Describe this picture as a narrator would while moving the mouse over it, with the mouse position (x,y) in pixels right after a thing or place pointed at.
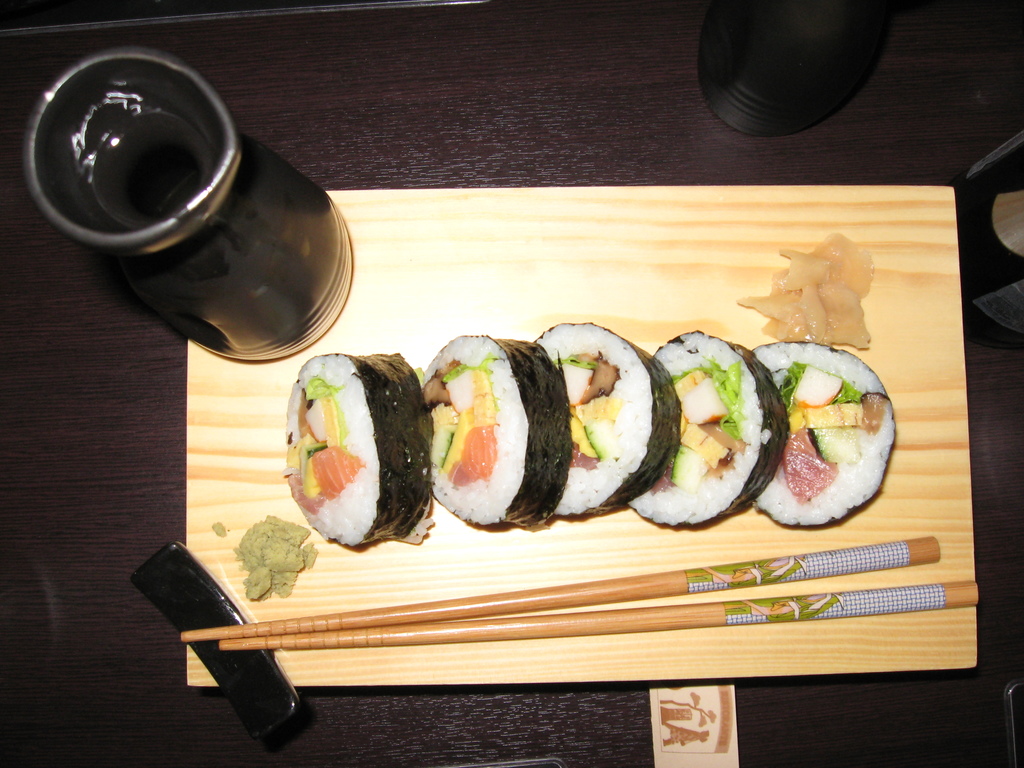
In this image there is food (276,558), chopsticks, glass (196,159) in table (1009,524).
